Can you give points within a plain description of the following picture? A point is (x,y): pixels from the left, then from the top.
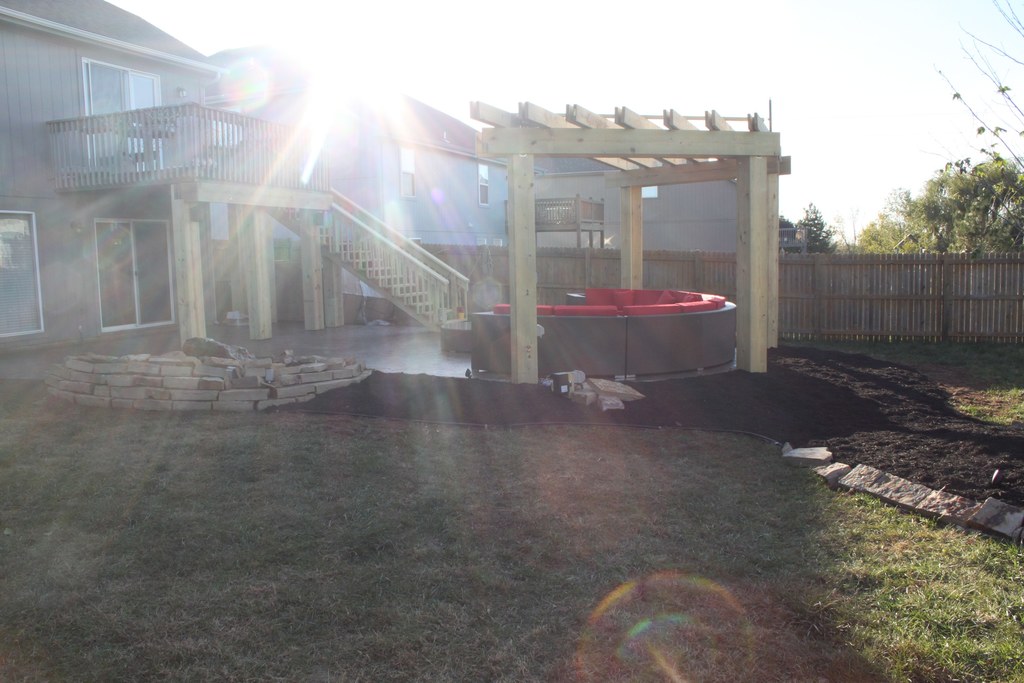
In this picture we can see some grass (359,622) and a few stones (95,381) on the ground (473,376). There is a shed (524,320). We can see a few colorful objects (587,310) under this shed (524,358). There are glass objects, some railing (375,259) on the stairs (400,286), windows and other objects (192,259) are visible on a building (243,277). We can see some fencing (961,259), a building (588,233) and trees (1009,170) in the background (960,253). We can see the sky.
